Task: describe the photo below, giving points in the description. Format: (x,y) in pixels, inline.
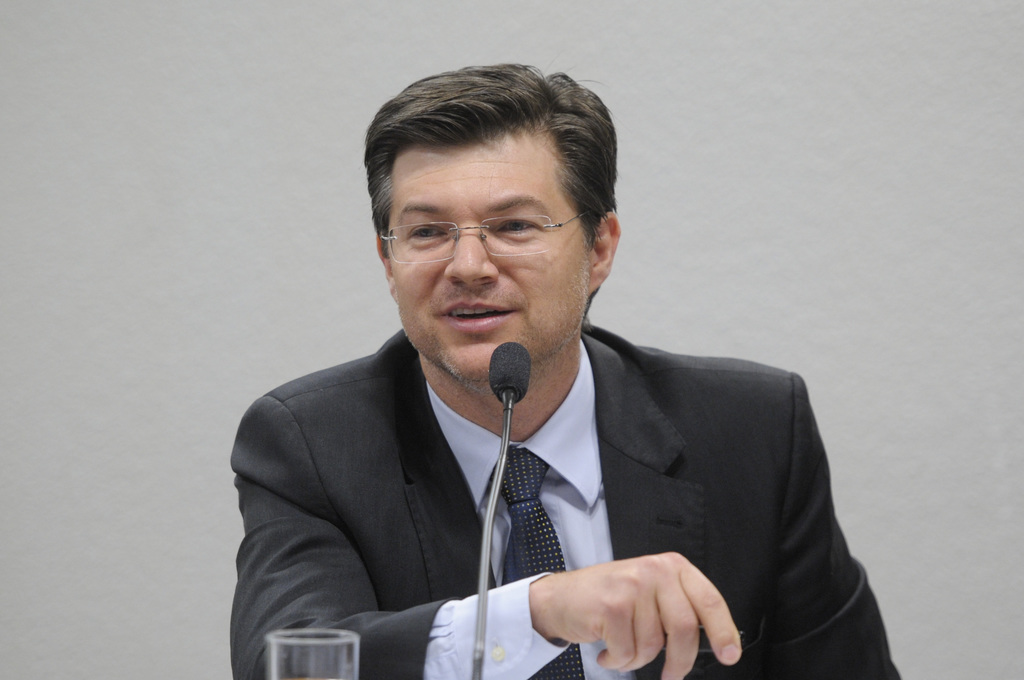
In the image there is a man (682,599) with black jacket (663,490), blue shirt (550,501) and tie (547,468) is sitting and he kept spectacles (488,235). In front of him there is a mic (474,650) and a glass (319,647). Behind him there is a wall (877,467).
